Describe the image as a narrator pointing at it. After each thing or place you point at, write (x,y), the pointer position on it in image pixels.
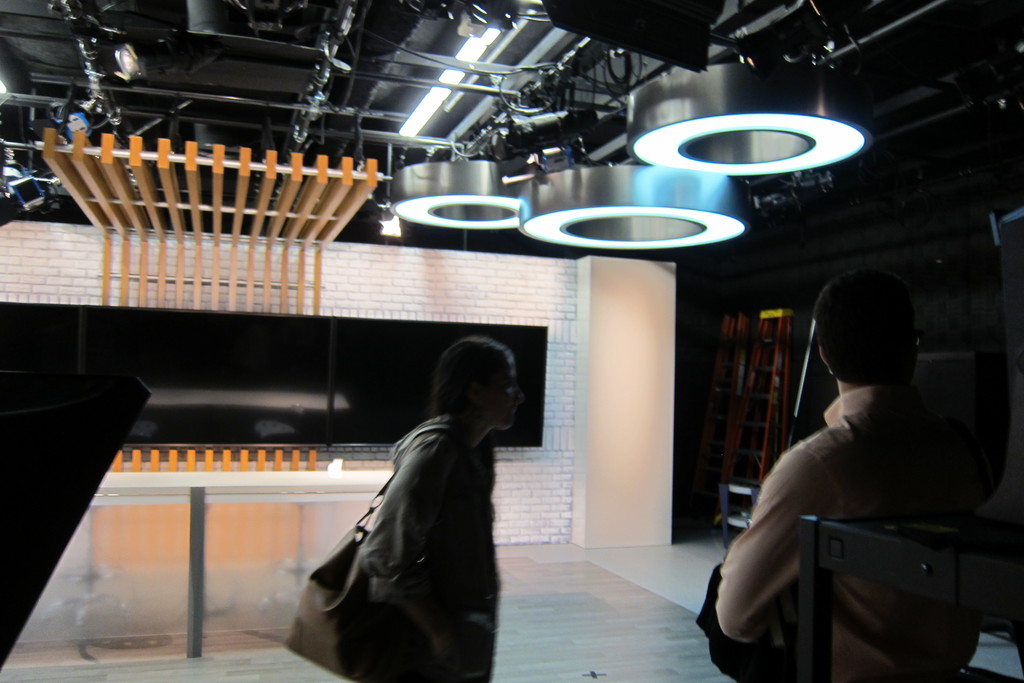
In this picture there are two persons (761,508) standing and there are few televisions (204,405) and some other objects (57,418) in front of them.
